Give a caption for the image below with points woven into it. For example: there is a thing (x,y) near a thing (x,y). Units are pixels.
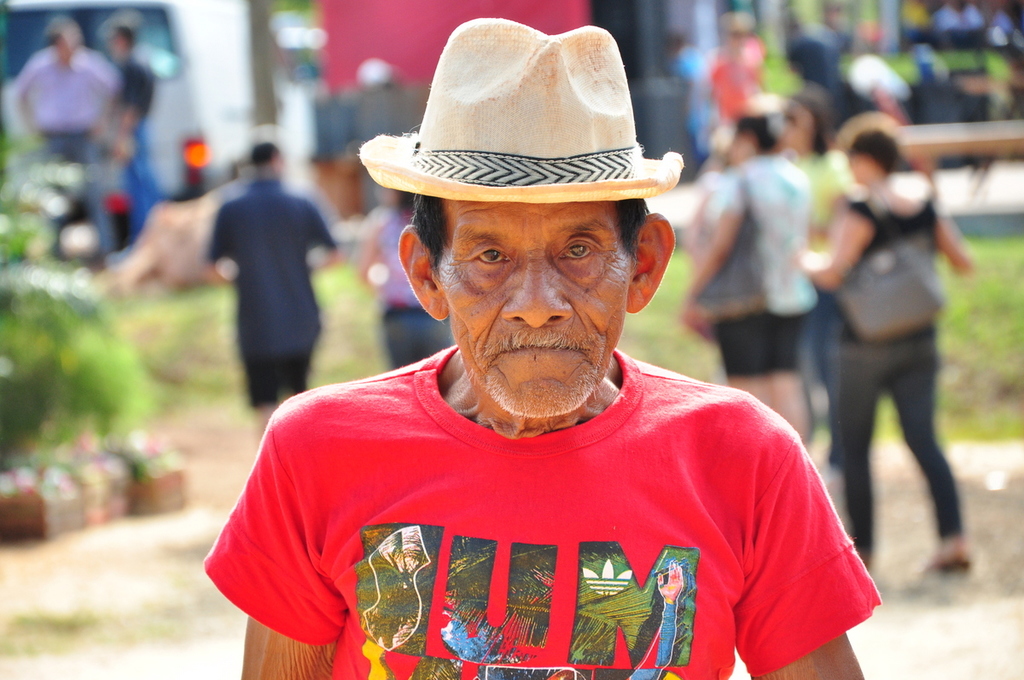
In this image in the foreground (644,675) we can see there is an old man (302,435) wearing hat (459,182) and red T Shirt (577,429).
